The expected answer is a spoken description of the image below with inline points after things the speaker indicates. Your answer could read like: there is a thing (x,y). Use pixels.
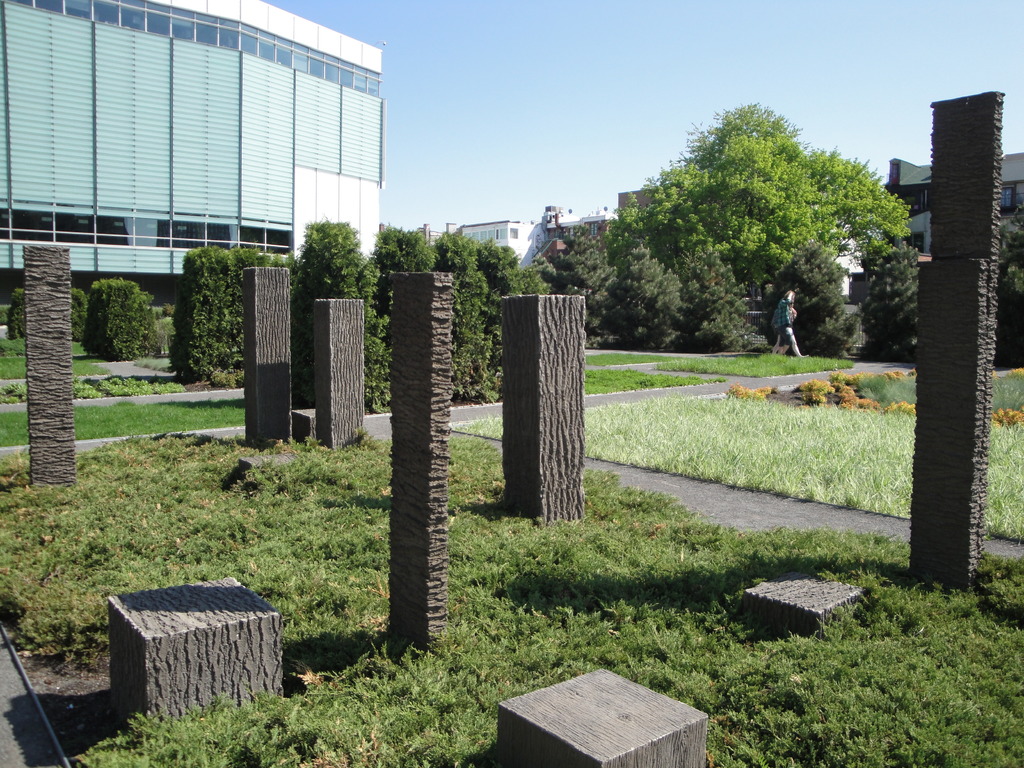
In this picture I can see a number of stones (344,404). I can see green grass (503,549). I can see trees (722,173) on the right side (731,143). I can see the walkway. I can see the buildings (102,177). I can see the sky (811,141).
